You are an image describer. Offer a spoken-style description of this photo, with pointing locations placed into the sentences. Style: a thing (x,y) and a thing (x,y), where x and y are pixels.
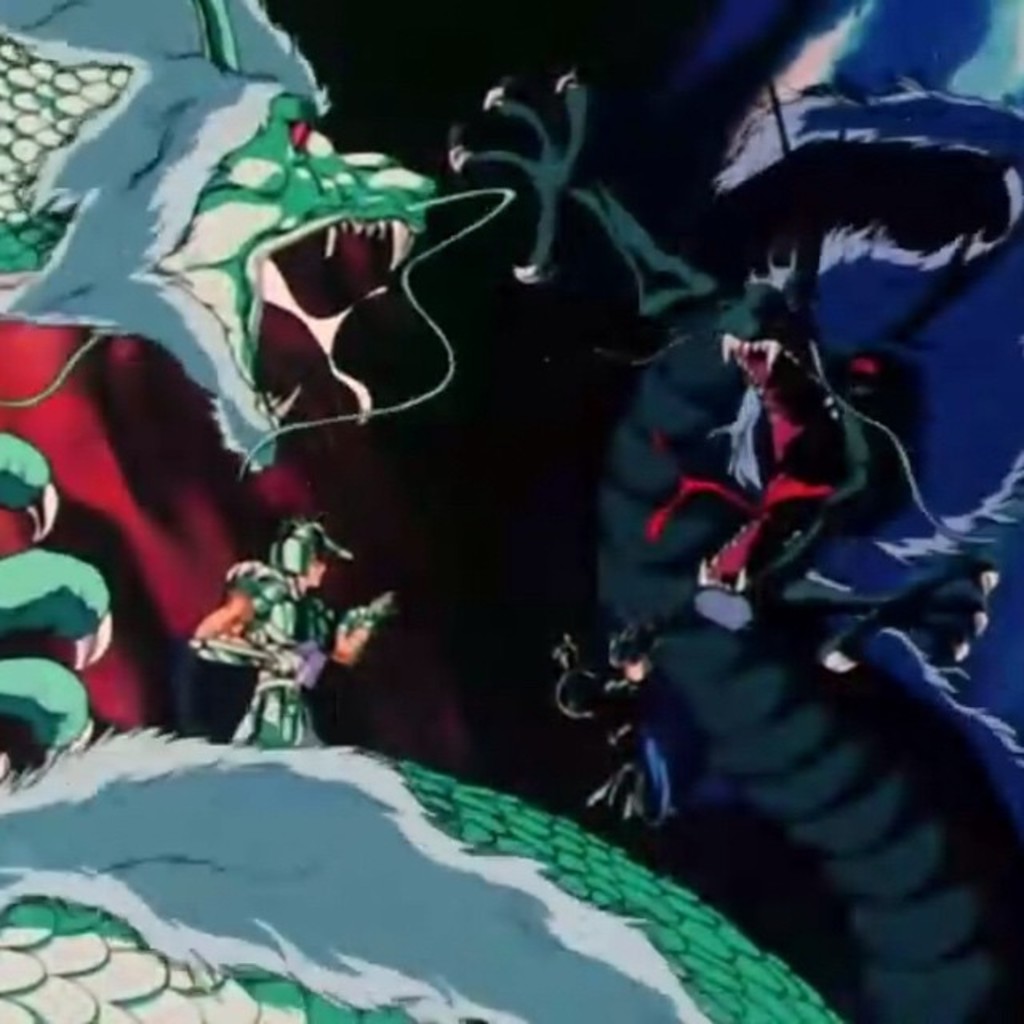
This is an animated picture, I can see dragons (470,972) and a person (314,549).
